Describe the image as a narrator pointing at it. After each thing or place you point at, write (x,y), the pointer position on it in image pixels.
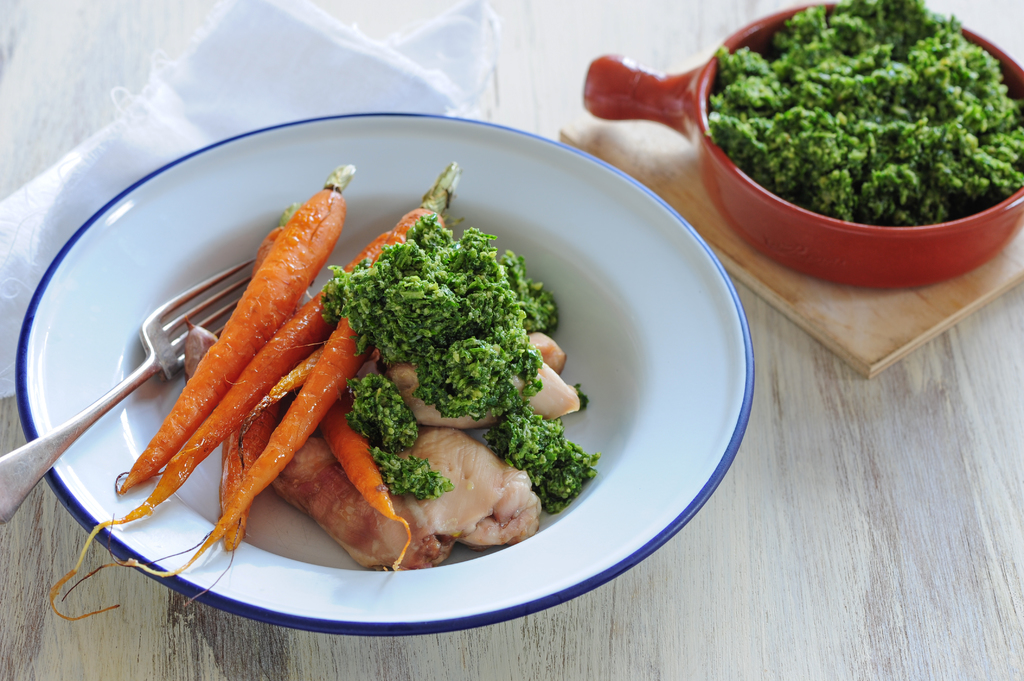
In this image there are few vegetables (457,344) placed on a plate (674,410) with a fork (180,357), beside that there is a food item (778,115) in green color is placed in the pan (850,235), below the pan (849,247) there is a wooden board (848,305) and there is a white colored cloth (201,106).
